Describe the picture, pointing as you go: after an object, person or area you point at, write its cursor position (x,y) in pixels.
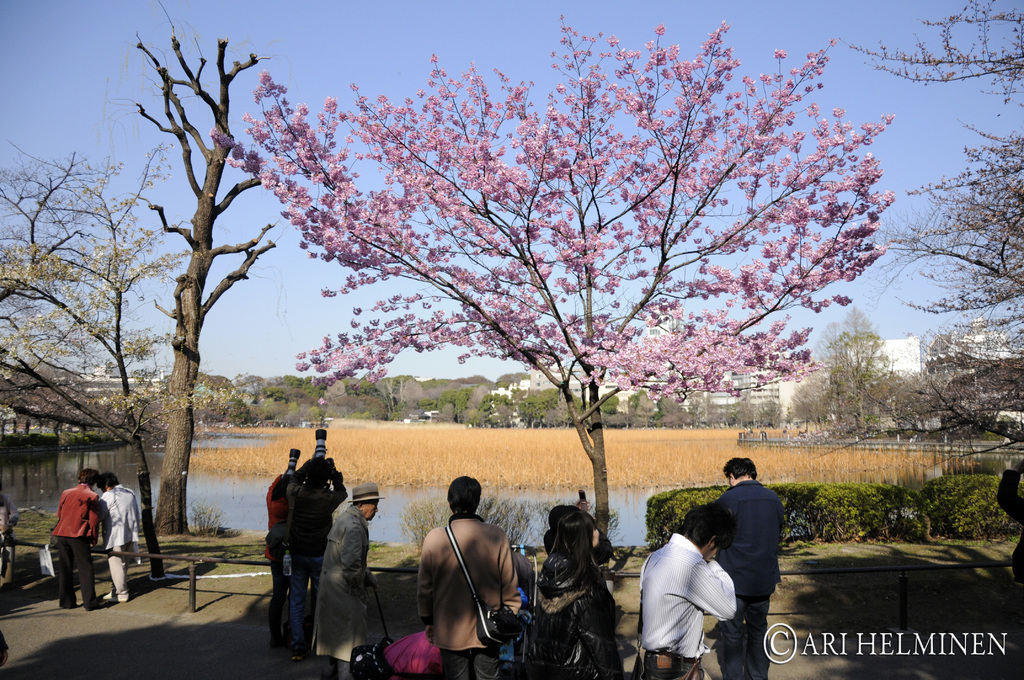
In the center of the image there are people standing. There is a tree (602,491). In the background of the image (770,409) there are buildings (992,336), trees (861,372), grass (479,445) and water (197,474).
